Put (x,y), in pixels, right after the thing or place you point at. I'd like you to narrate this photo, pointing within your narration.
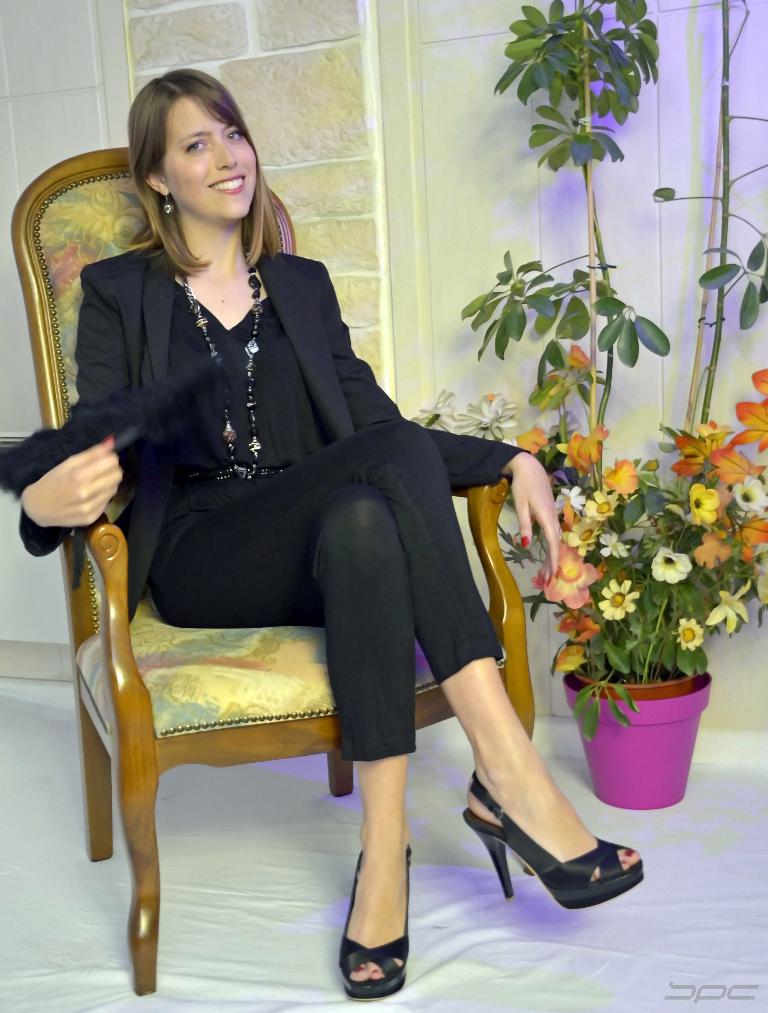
In the middle of the image (413,456) a woman (148,464) is sitting on a chair (241,668) and smiling. Behind her there is a wall (36,36). Bottom right side of the image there is a plant (623,359).
